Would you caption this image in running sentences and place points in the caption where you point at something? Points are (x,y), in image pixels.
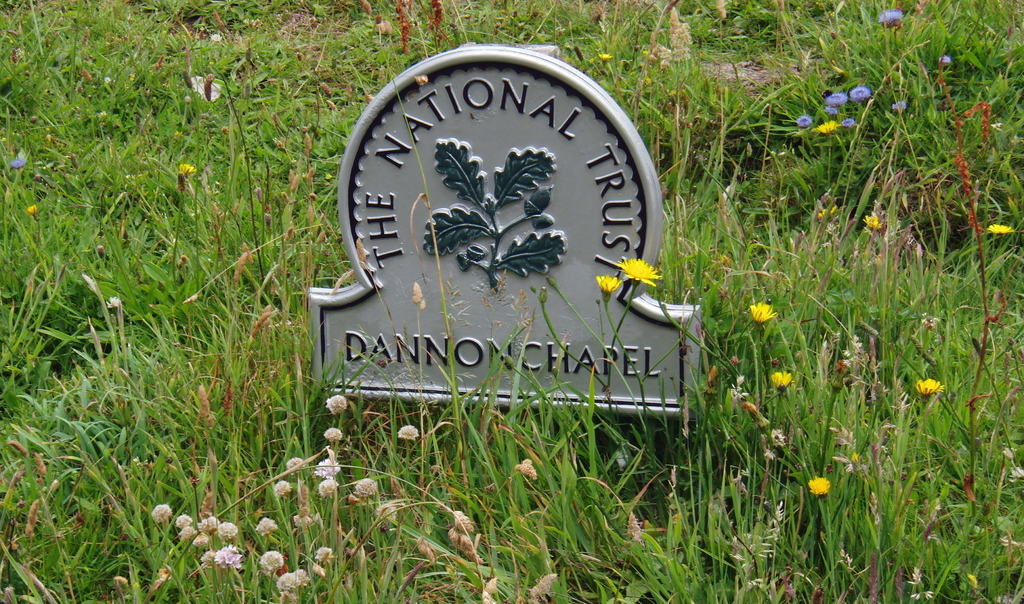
In this image I can see an object (385,247). It seems to be a sign board (353,321). On this there is some text (632,350) and few leaves (472,211). Around this, I can see the grass (712,438) and few plants (772,429) along with the flowers (753,307).
